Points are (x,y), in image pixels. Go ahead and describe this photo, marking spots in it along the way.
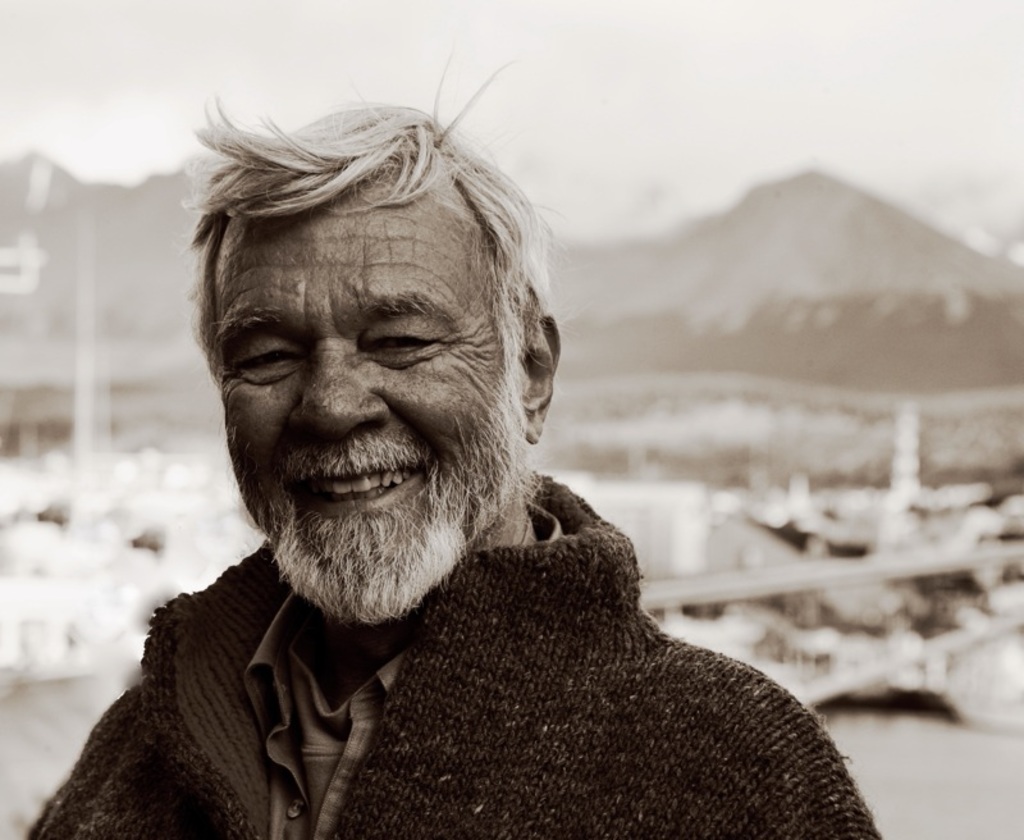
In this image we can see a person (577,652). In the background of the image (781,267) there is a blur background (107,604).
